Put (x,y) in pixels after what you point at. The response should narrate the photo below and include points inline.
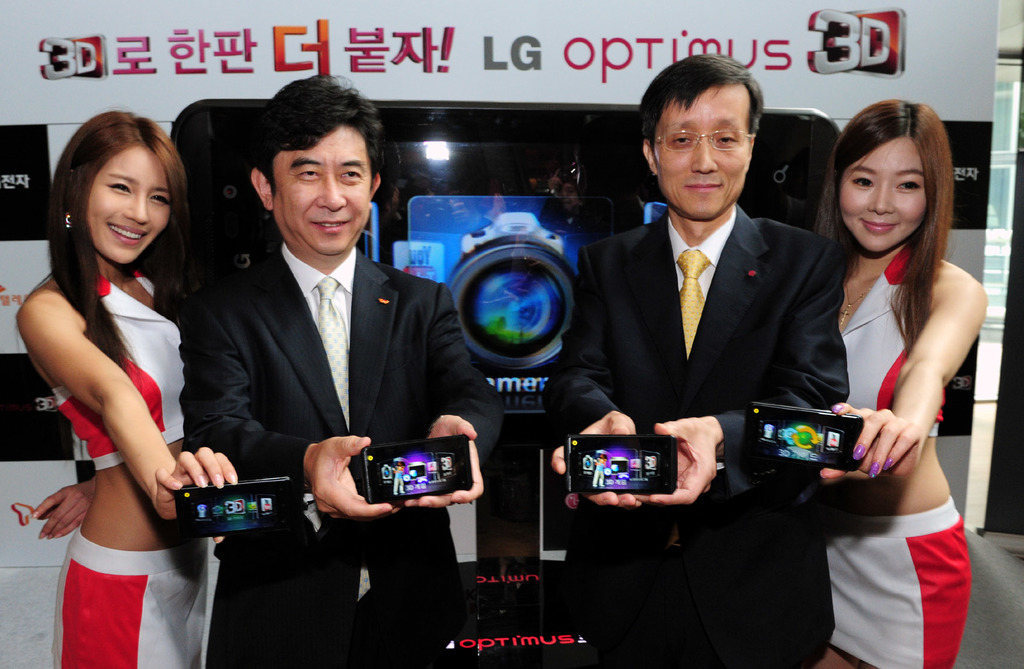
In this image i can see 2 men (353,319) wearing white shirts (344,265) and black blazers (565,365) holding cell phones (577,480) in their hands (476,470), and i can see 2 women (150,389) standing and holding cell phones (194,514) in their hands (169,510). In the background (392,238) i can see a huge banner (492,97) and a prototype of cell phone (505,139).
